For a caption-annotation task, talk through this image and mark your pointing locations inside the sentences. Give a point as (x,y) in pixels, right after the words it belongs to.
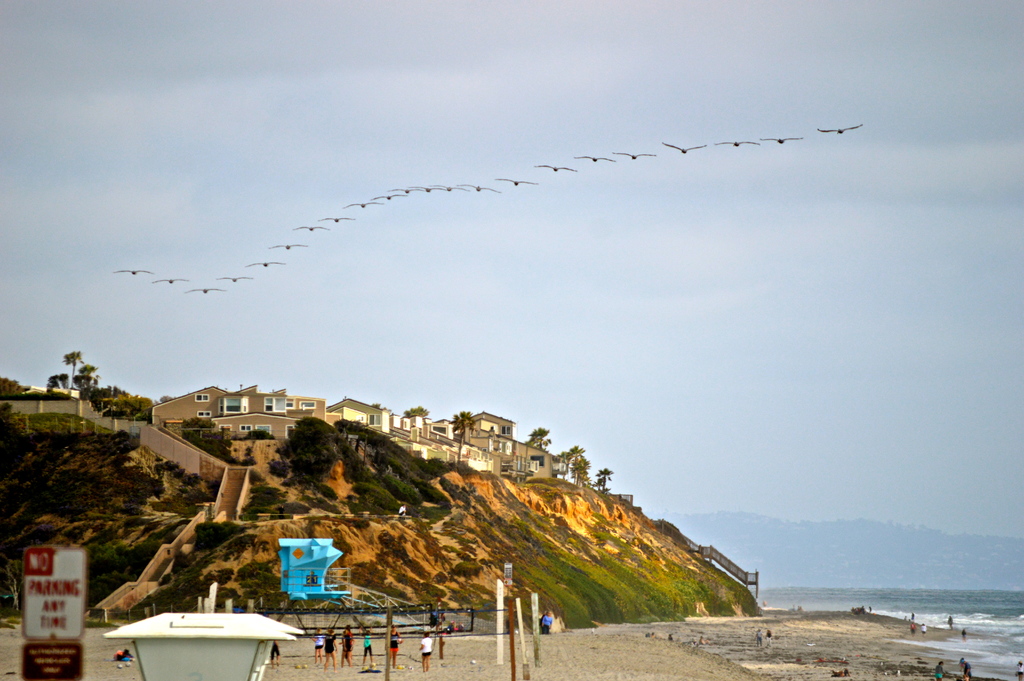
The picture is taken on the beach (567,650). In the foreground of the picture (490,676) there are people (344,636), hoardings (56,619) and sand (736,648). In the center (488,421) the picture there are buildings (330,422), trees (320,460) on a hill (501,560). On the right (955,656) there are people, water (945,598) and hill (845,544). In the center of the picture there are birds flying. Sky (329,98) is cloudy.
